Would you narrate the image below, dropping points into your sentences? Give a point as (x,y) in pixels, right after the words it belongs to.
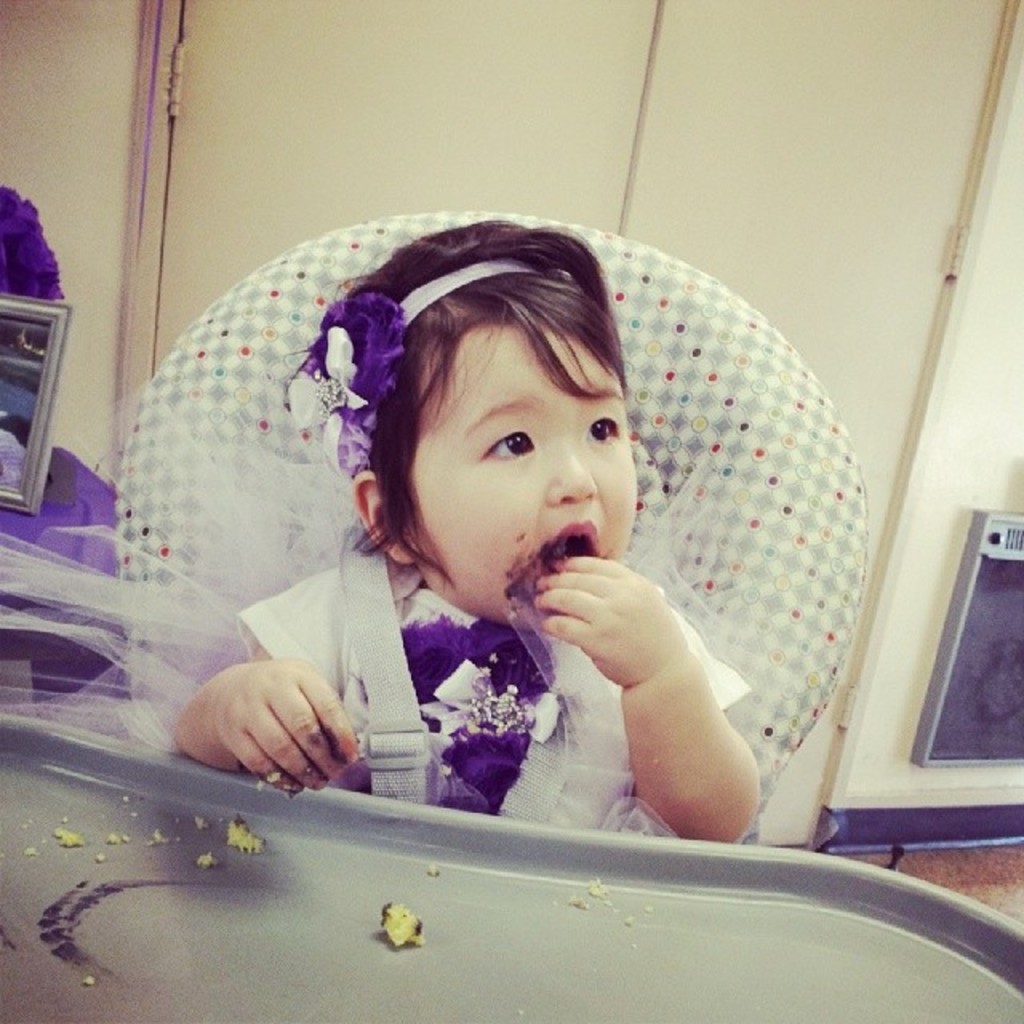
In this image I can see a girl (567,571) is sitting and I can see she is holding few brown colour things (532,581). I can see she is wearing white and purple colour dress (468,707), on her head (405,362) I can see white and purple colour hair band (390,319) and in the front of her I can see a plate (460,992) and on it I can see pieces of food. On the left side of this image (51,492) I can see a frame (11,347) and on the right side (922,741) I can see an object (989,528).
